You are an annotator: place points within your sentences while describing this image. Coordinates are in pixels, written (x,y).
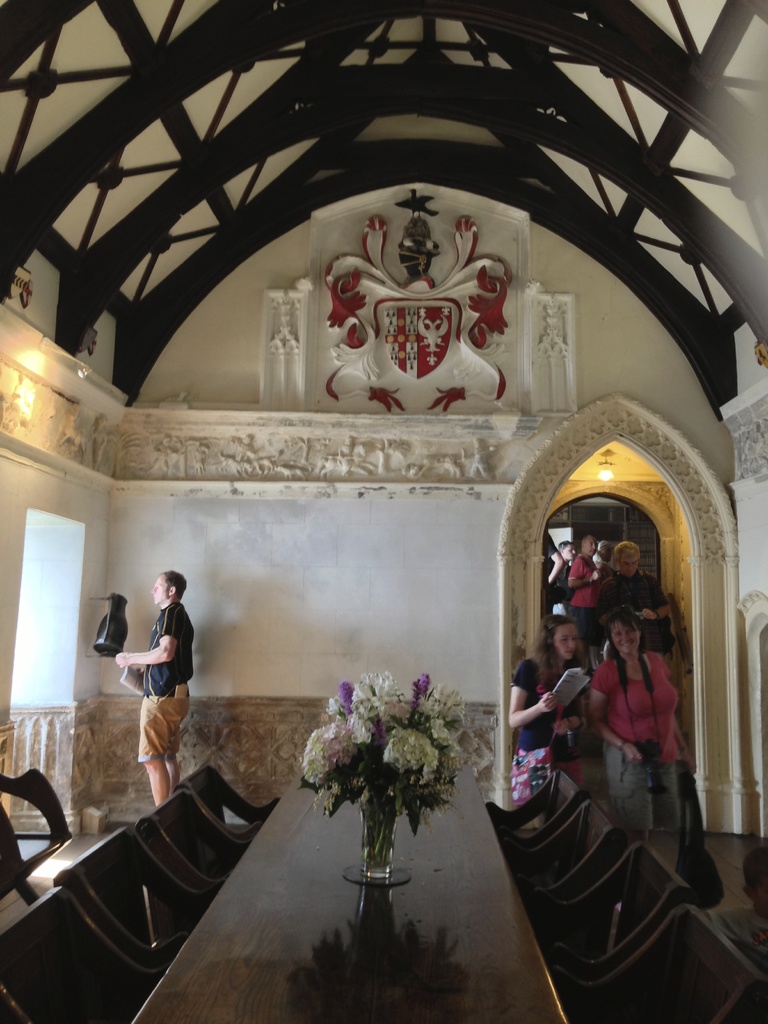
In this image i can see inside view of a building (317,237) and there are the persons (543,641) standing right side of the image (623,659), and there is a table (305,833) on the middle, in front of the table (256,957) some chairs (144,972) kept on that floor (114,829), on the table (318,836) there is a flower pot (345,774) kept on that. And on the left side (166,676) a person (169,666) wearing a black color shirt (177,676) standing on the floor (102,833).
